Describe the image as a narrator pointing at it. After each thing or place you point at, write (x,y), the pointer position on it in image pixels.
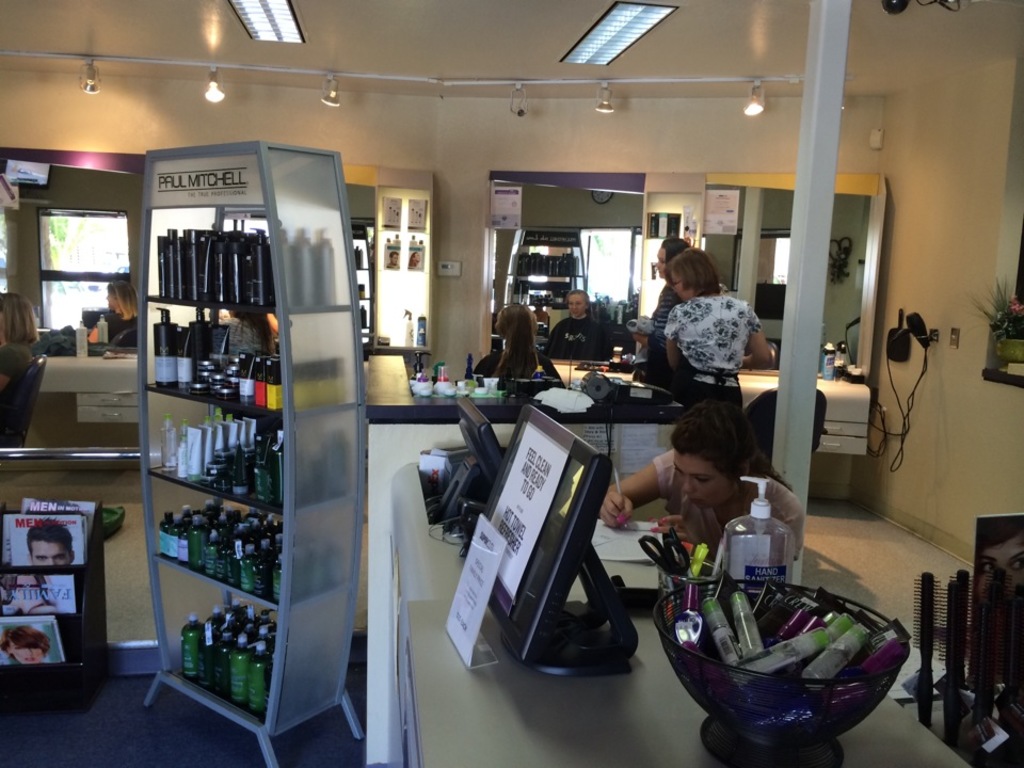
This is an inside view of a room (149,77). In the middle of the image (520,333) there is a woman (523,349) sitting in front of the mirror (541,300). Beside her two women (700,291) are standing. At the bottom (472,671) there is a table (536,705) on which monitors (583,512), basket (757,588), bottles (771,559) and some other objects (447,506) are placed. Beside the table (691,701) there is a woman (699,519) holding a pen (623,518) in the hand (625,506) and writing on a paper (628,545) which is placed on the table (639,572). In the bottom right-hand corner (985,669) there are few combs (970,628). On the left side (267,486) there is a rack (251,409) which is filled with the bottles (213,543) and tubes (202,435). It seems to be a parlor (854,552). On the right side (797,305) there is a pole (802,350). In the background (506,388) there are many bottles (417,373), bowls (479,388) and other objects (595,389) placed in the racks (401,296) and also I can see the windows (84,240) to the wall (448,160). At the top of the image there are few lights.
